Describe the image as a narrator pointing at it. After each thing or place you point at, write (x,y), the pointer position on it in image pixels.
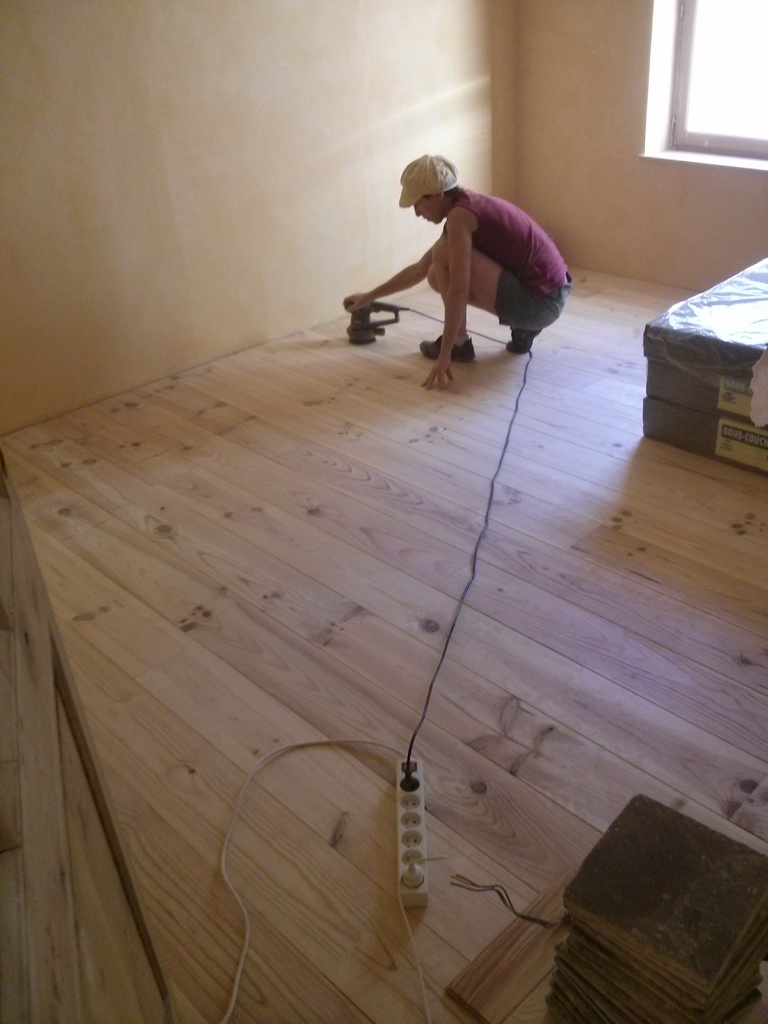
In this image we can see a person (482,298) wearing pink color T-shirt (522,220), green color short (508,296), cream colored cap (405,198) crouching on floor (346,333) doing some work with machine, on right side of the image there are packages (707,441) and in the background of the image (485,87) there is a wall (533,117) and window (686,108).
